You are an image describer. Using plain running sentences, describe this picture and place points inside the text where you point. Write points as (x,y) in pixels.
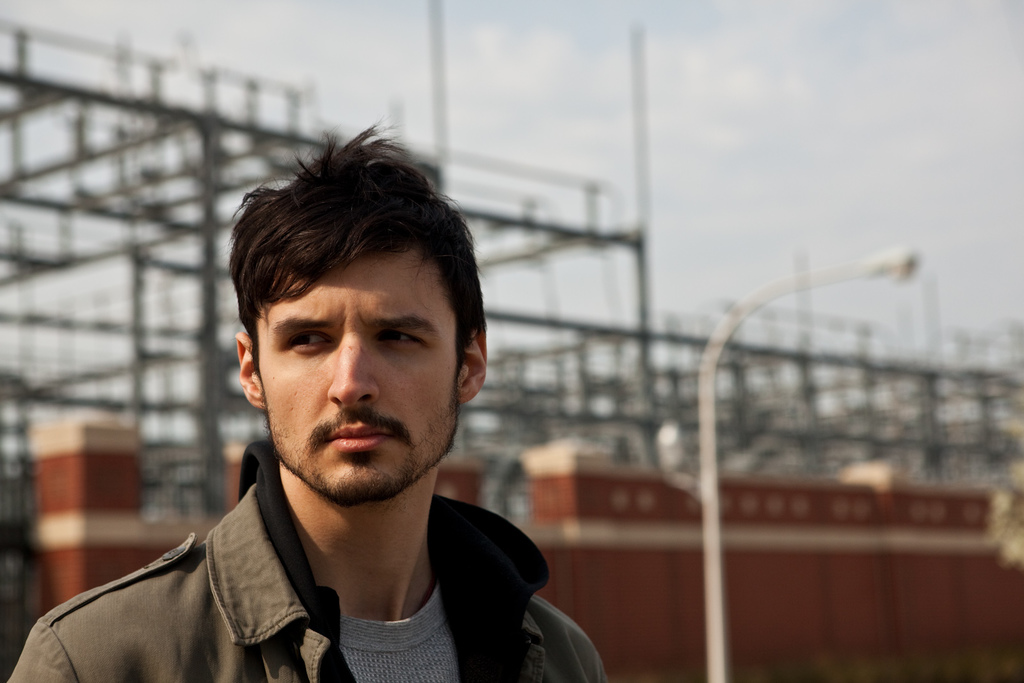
In this image in front (102,670) there is a person (335,442). Behind him there is a street light (719,645). There is a wall (908,544). There are rods (760,407). In the background of the image (720,146) there is sky (850,130).
